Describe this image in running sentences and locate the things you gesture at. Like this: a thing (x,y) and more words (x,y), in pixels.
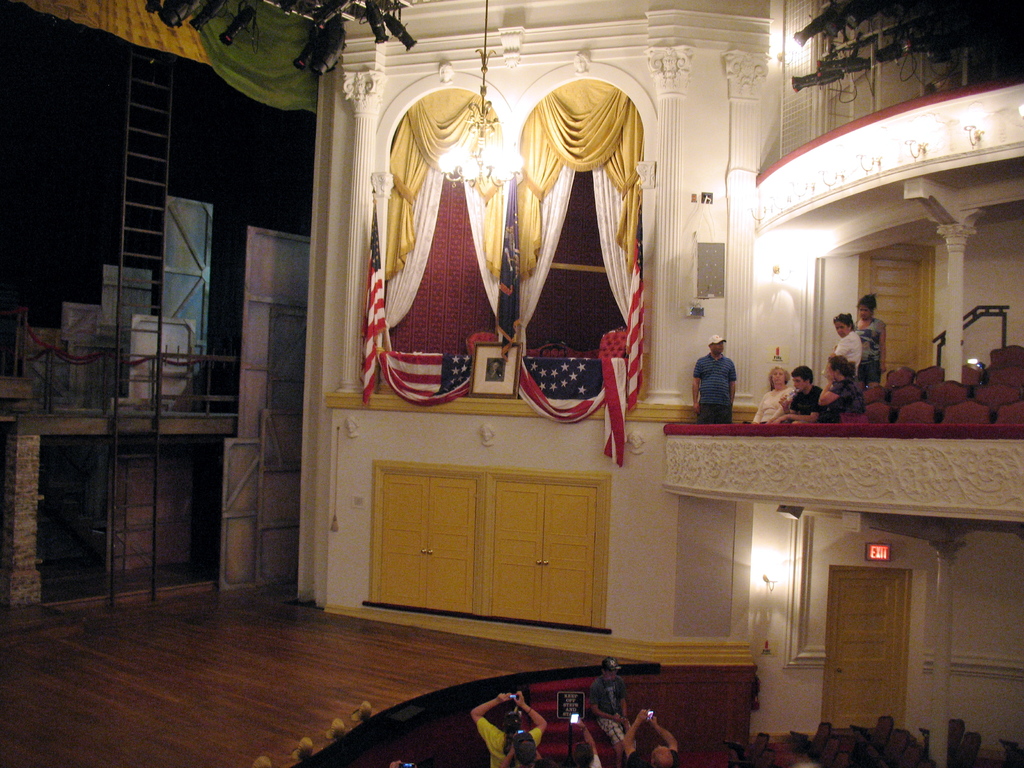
In this picture we can see some people (801,390) sitting on chairs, some people (715,365) are standing and some people (517,735) holding objects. On the left side of the people (584,745) there is a stage (190,693), board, curtains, flags (640,282), chandelier (476,161), ladder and some objects (92,351). At the top (833,6) there are lights (863,67).
